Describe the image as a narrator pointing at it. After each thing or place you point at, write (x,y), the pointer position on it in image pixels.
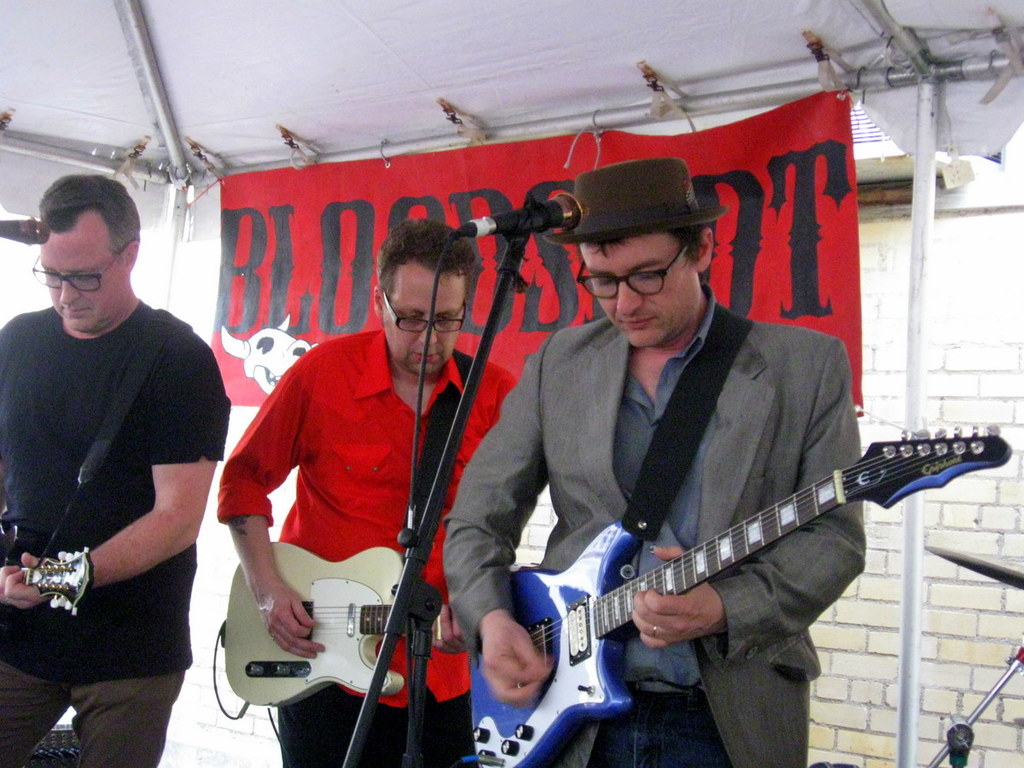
There are three men (502,499) are standing. The man (520,474) grey jacket (730,507) is playing a guitar (527,596). In front of him there is mic (402,586). The man (379,447) with red jacket (340,447) is also playing a guitar (327,586). And to the left corner (103,453) there is a man (97,424) with black t-shirt (89,432) is also playing a guitar (72,562). Behind them there is a red color poster (343,199). And to the top (381,50) there is a tent (383,53).
